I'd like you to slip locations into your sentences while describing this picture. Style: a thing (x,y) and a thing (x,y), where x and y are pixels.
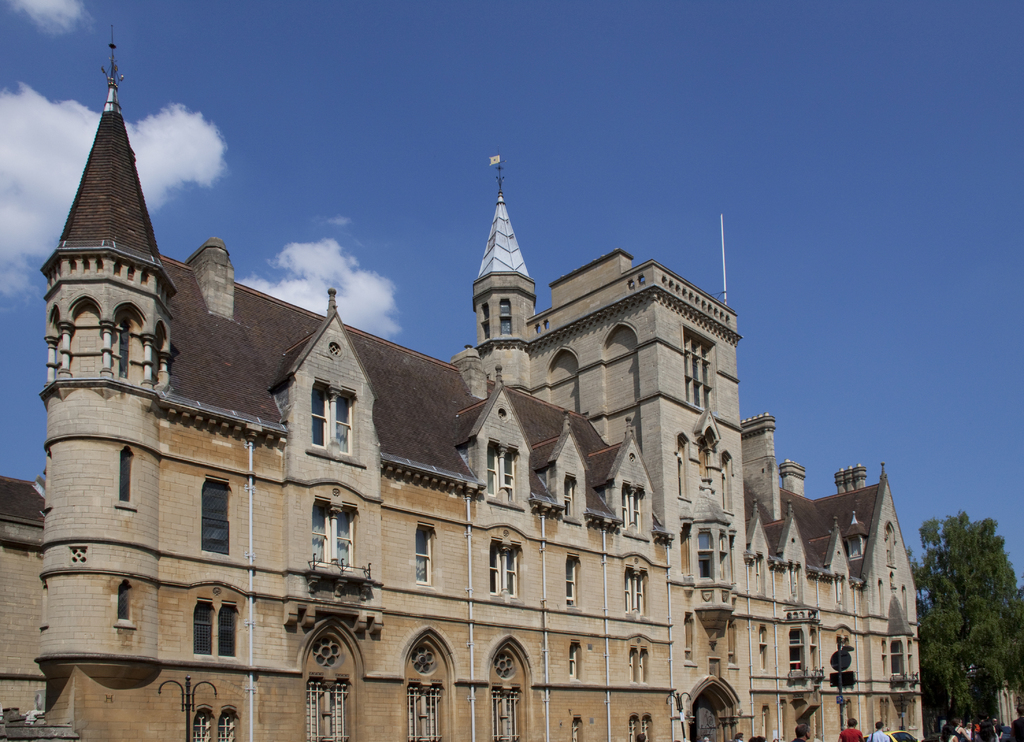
In this image I can see a building (288,614) in cream and brown color. I can also see few persons (962,730) walking and trees (961,597) in green color and sky (643,171) in blue and white color.
